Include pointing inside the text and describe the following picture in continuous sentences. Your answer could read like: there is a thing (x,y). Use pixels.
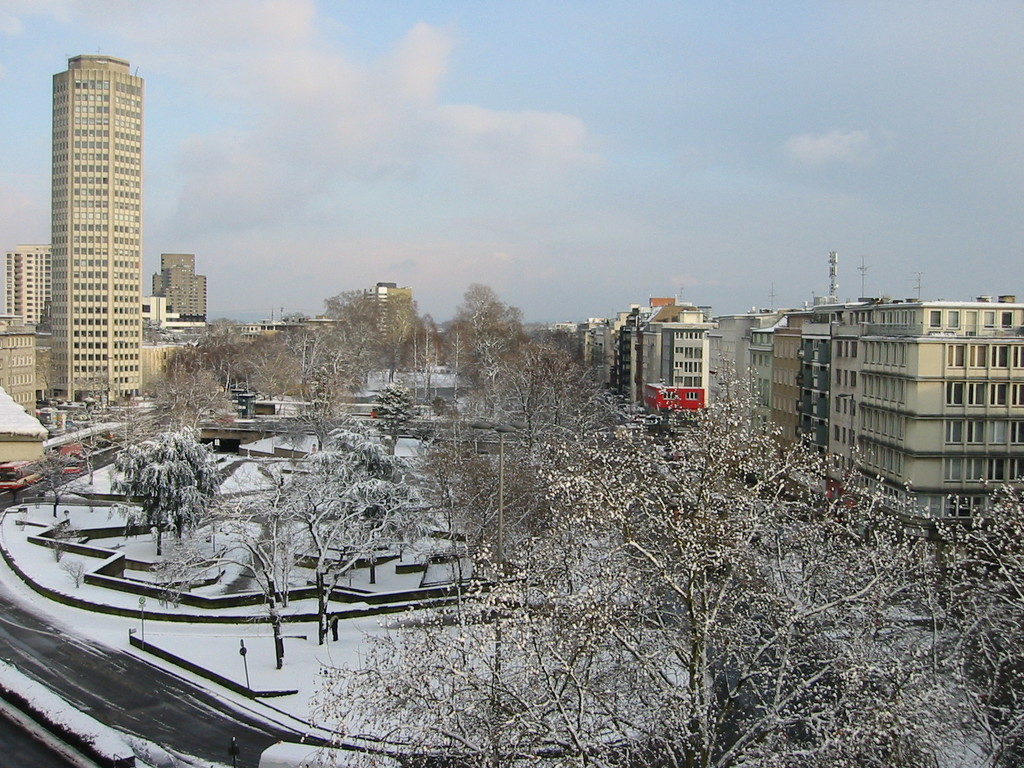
In this image we can see trees (699,730) and a road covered with snow (14,413). In the background (75,312), we can see buildings (955,370) and the sky (705,99) with clouds (397,172).
